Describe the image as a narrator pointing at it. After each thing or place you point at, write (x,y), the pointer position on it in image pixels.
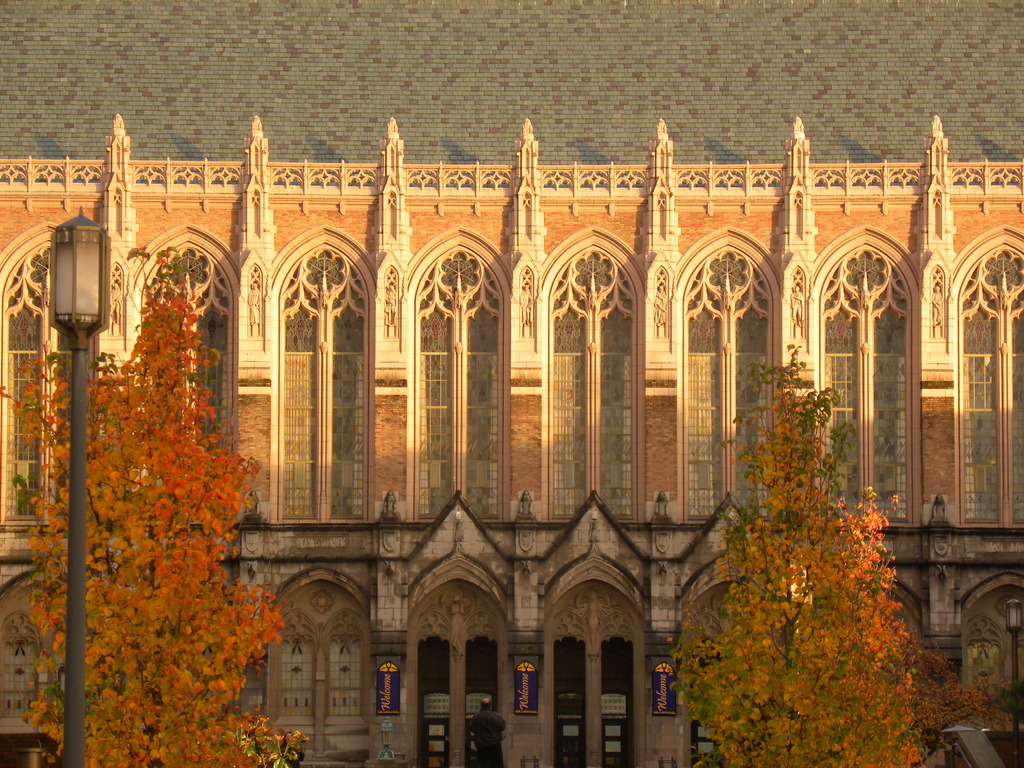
In the image there is a building (494,344) in the back (526,342) with many windows (592,360) all over it and there are trees (826,532) in front of it with a street light (88,303) on the left side (83,337).
